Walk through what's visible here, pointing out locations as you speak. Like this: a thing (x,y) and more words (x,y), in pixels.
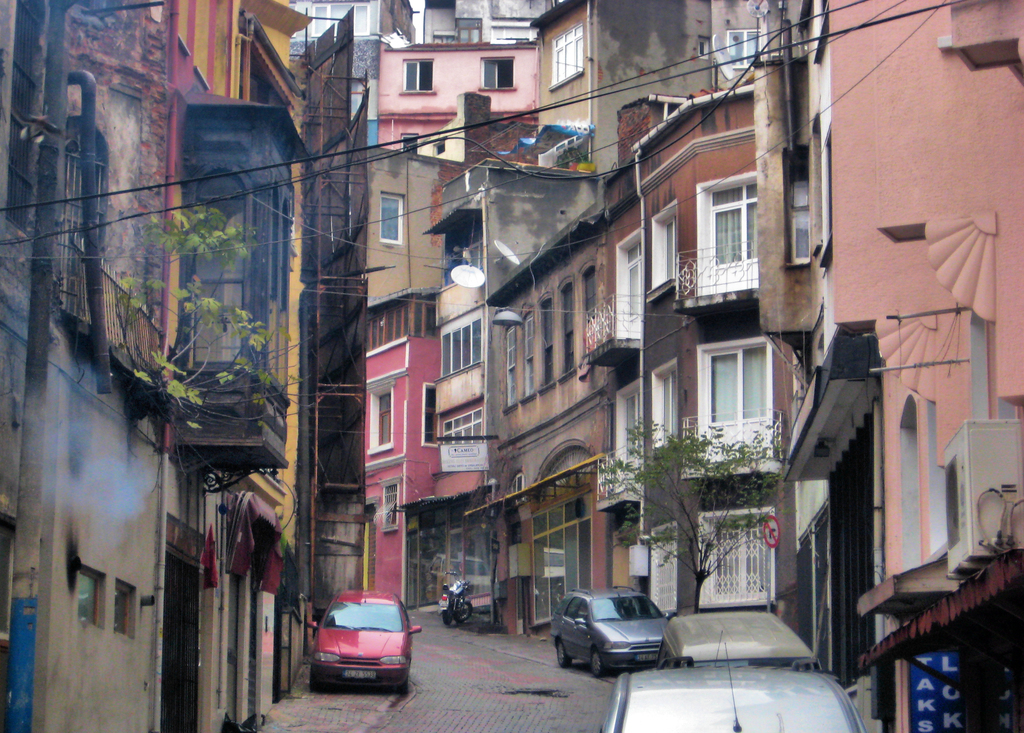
In this image, we can see buildings (537,206), boards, poles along with wires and there is a tree (705,485) and a plant (211,296). At the bottom (450,589), there are vehicles (654,603) on the road (437,682).
